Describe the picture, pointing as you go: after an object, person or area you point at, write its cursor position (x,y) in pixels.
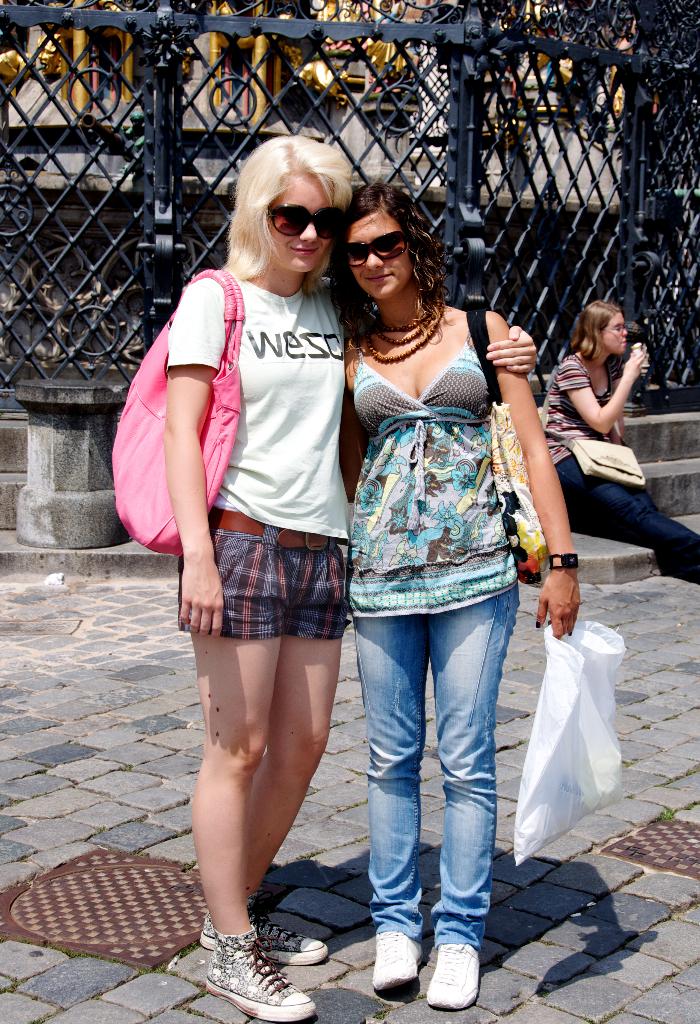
In this image we can see two ladies (392,639) standing. They are wearing goggles (285,212) and bags (231,423). Lady (469,493) on the right (596,736) is holding packet (606,698). In the back (596,520) there are steps (594,532). On the steps (594,532) there is a person (554,426) sitting and wearing a bag (617,461). In the back (117,412) there is a small pillar (86,388). In the back (250,73) there is a railing (82,115).
